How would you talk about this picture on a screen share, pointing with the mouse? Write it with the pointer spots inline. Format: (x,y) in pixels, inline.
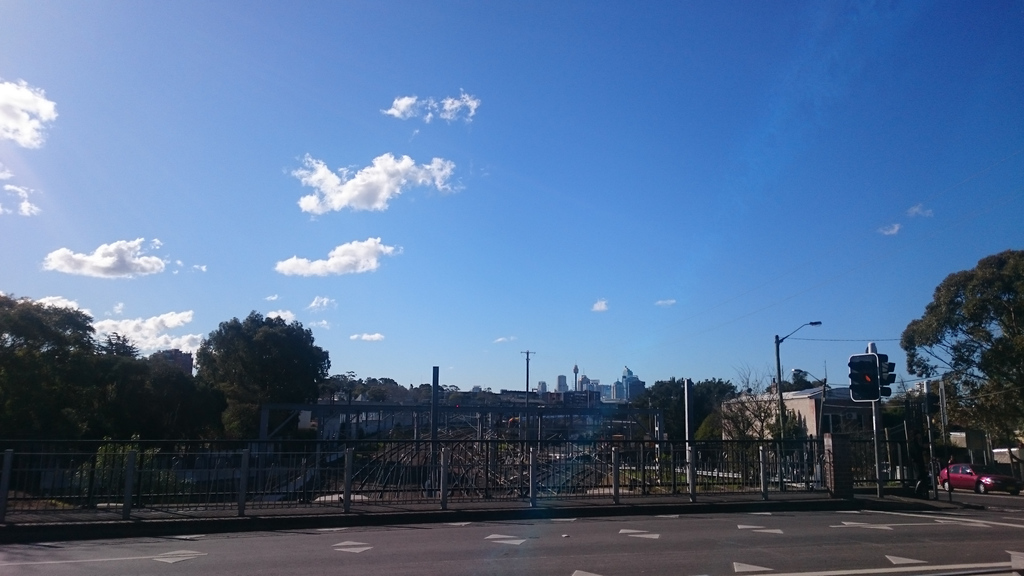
In this image we can see the fencing (384,503). Behind the fencing (415,492) we can see a poles (691,403), trees (693,421) and buildings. On the right side (886,392), we can see the traffic signal (882,392) and a car (999,480). At the top (444,190) we can see the sky (286,236).
